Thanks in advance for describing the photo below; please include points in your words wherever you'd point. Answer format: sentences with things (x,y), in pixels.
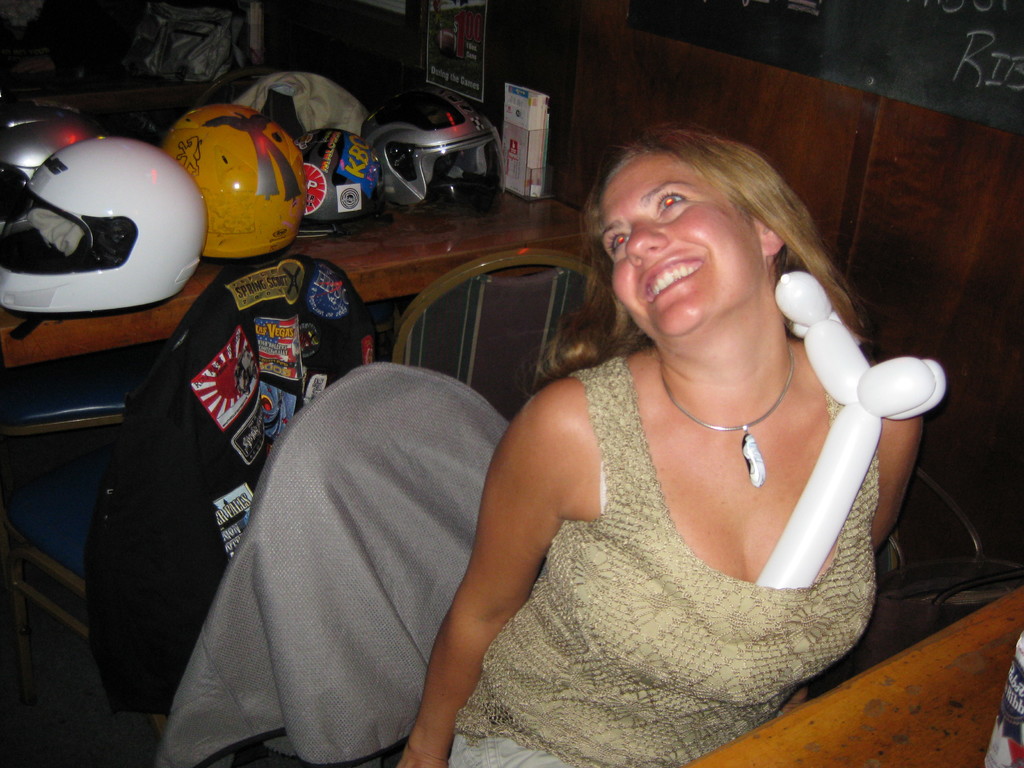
This is an inside view. Here I can see a woman (658,493) is sitting on a chair (319,606) and smiling. On the left side (102,337) there is a table (453,260) on which few helmets (74,213) are placed and also there are few empty chairs (75,591). In the background (485,100) there is a wall (325,26) on which few posters (447,29) are attached.
